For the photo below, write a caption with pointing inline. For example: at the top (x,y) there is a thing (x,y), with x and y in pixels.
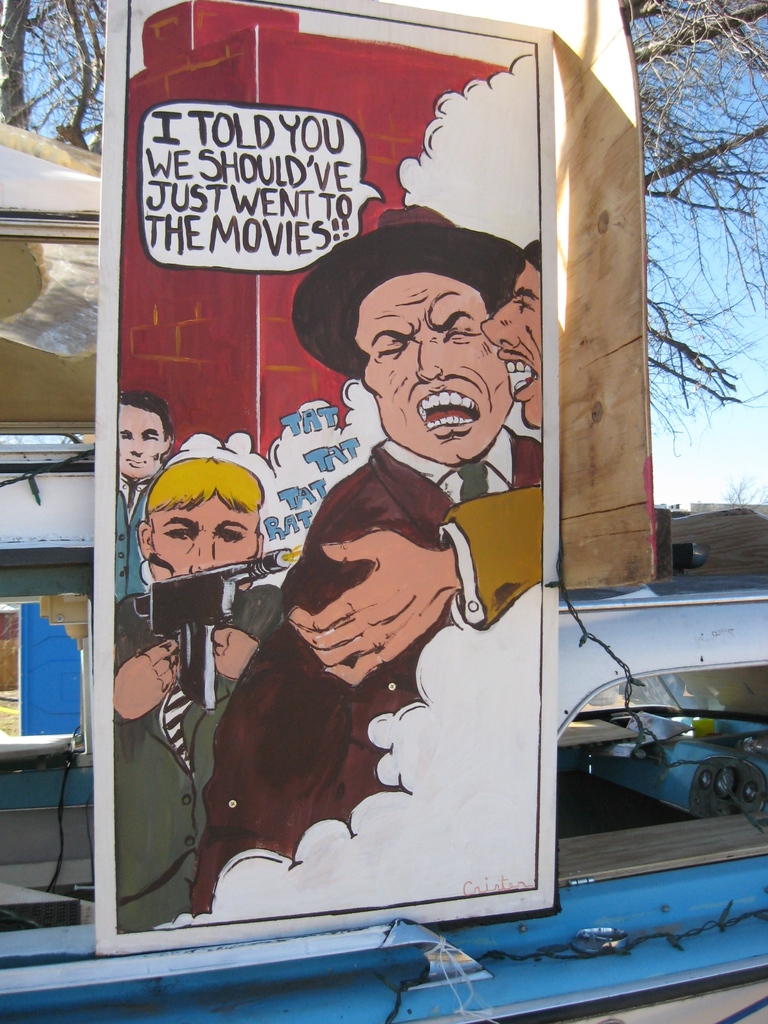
In this image there is like a vehicle (649,607), on which there are a few boards (340,540) with some paintings (274,504) and text (247,219) on it, behind that there is a tree (744,80). In the background (744,80) there are buildings (678,507) and the sky (701,454).
